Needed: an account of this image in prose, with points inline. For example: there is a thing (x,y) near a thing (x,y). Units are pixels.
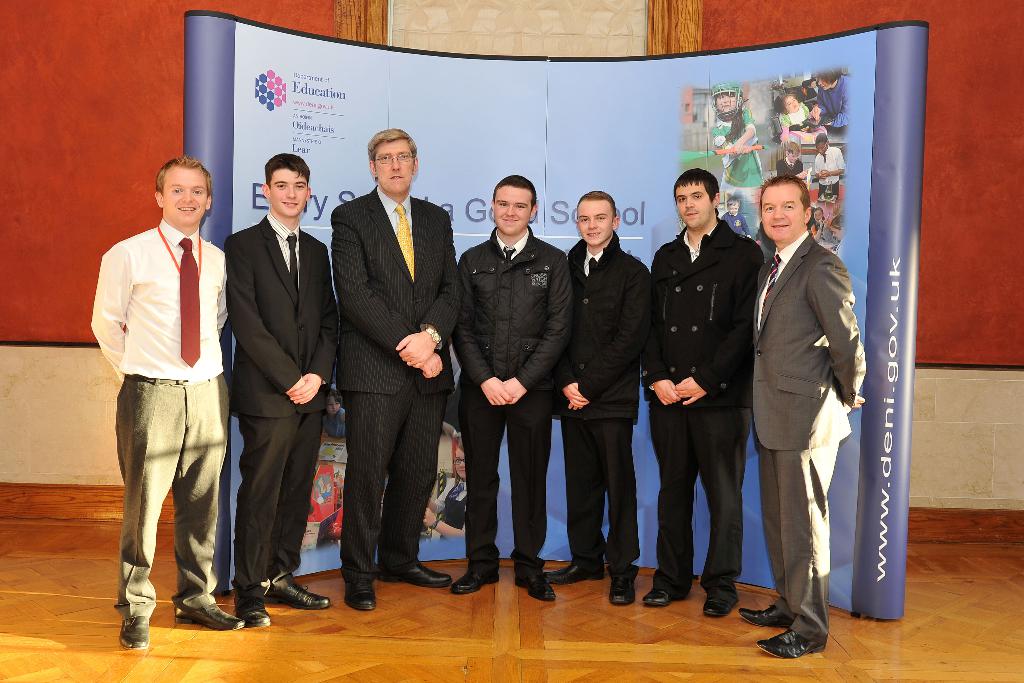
In this picture we can see a group of people (766,194) standing on the floor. There is a board (362,144) and a wall (602,8) in the background (882,70).
